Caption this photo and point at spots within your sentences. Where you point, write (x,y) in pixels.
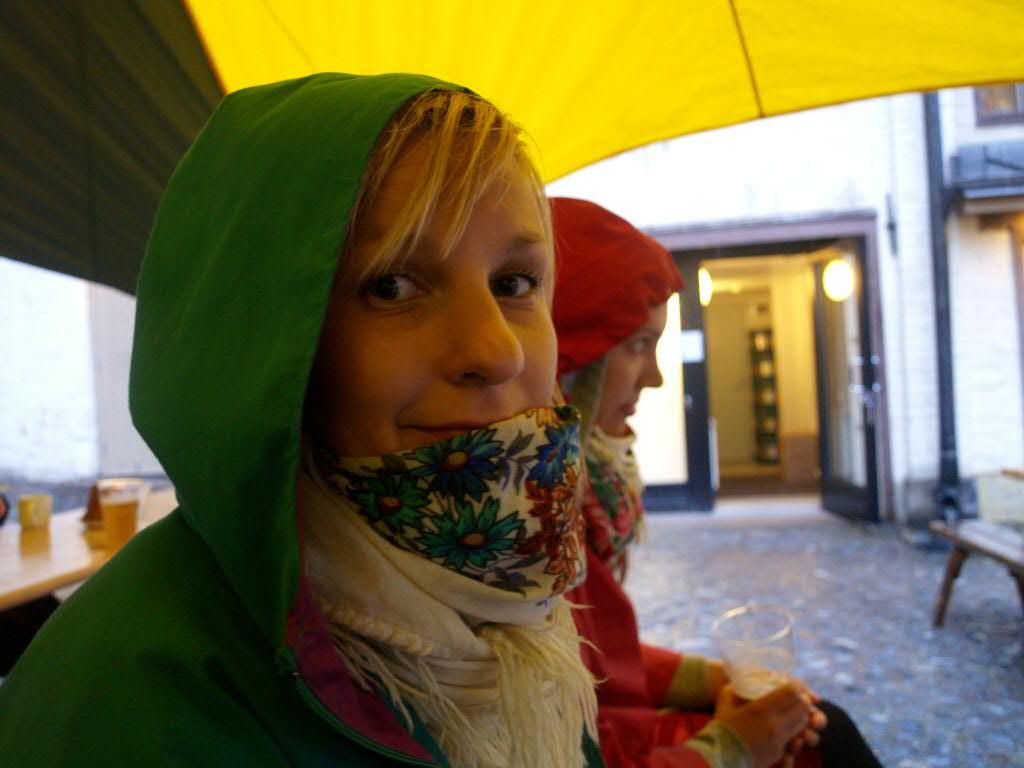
In the center (495,388) we can see two women (490,523) sitting and one lady (614,650) she is holding glass (757,670). And they were under tent (730,18), on the left we can see the table (65,551). Coming to the background (778,147) we can see the wall (706,167), door (858,370) and light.
